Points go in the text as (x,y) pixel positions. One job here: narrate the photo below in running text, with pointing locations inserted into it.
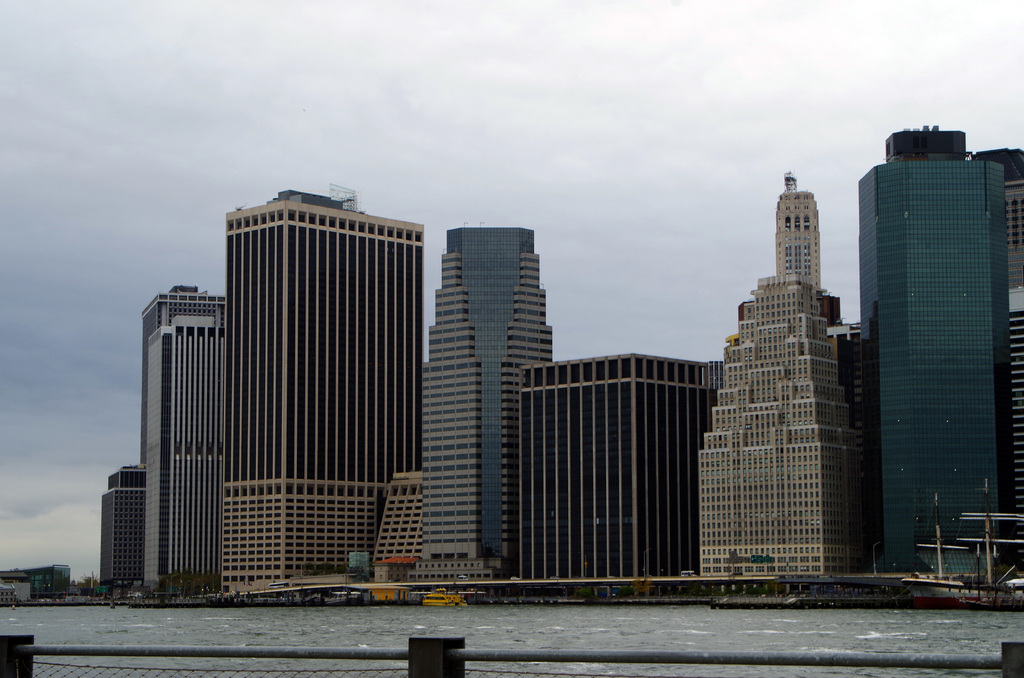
In this picture we can see few boats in the water (641,635), in the background (766,481) we can find few buildings (361,518), and also we can see few metal rods (693,653).
